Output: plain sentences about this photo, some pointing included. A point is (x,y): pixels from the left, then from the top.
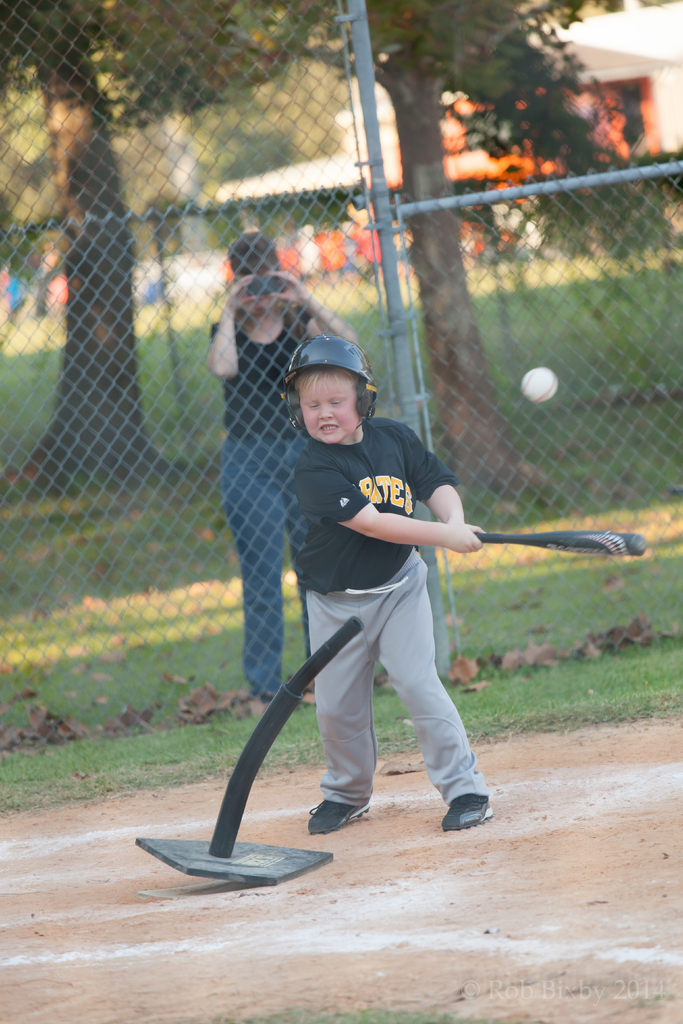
In this image there is one woman (273,450) and one boy (337,505) woman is holding a camera (279,285), and boy (357,466) is holding a bat (541,546) and playing and in front of him there is object (208,842). And at the bottom (235,892) there is sand (450,898) grass (551,571) and some dry leaves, in the background (347,182) there are buildings (664,83), trees (227,163) and there is a net (471,291).
